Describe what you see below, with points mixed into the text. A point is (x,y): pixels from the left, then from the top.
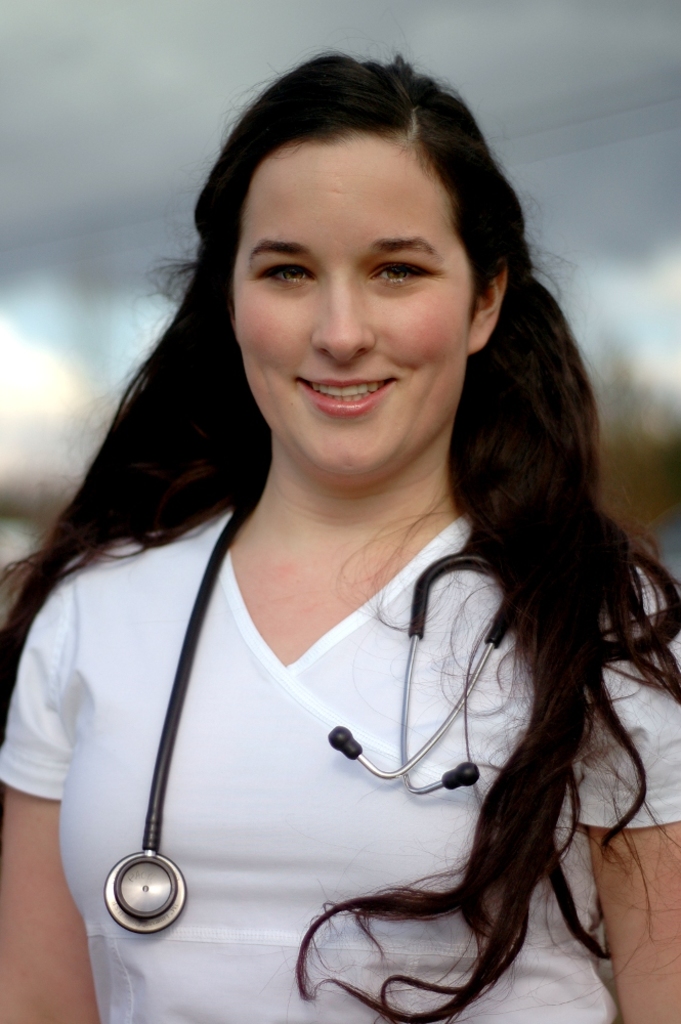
In this image we can see woman (222,806) standing with stethoscope (166,864).
